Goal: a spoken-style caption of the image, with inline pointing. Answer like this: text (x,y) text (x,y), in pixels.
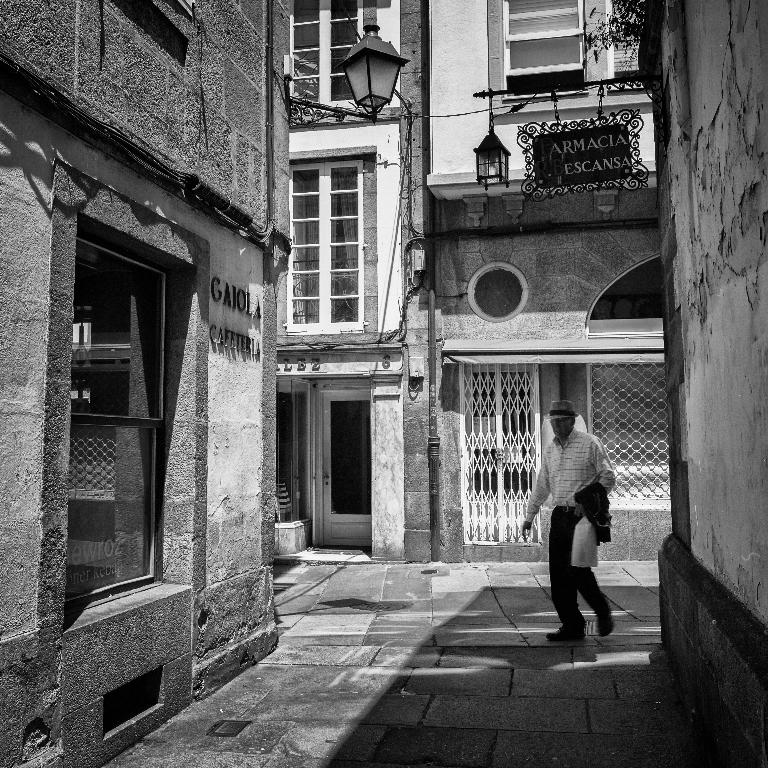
In this image there is a person (567,542) walking, there is a person (573,460) holding an object (583,519), there is a building (747,175) truncated towards the right of the image (715,246), there is a building (128,469) truncated towards the left of the image (168,448), there are windows (322,226), there is the door (346,450), there are lights (371,98), there is board (541,168), there is text (584,156) on the board (589,156).
